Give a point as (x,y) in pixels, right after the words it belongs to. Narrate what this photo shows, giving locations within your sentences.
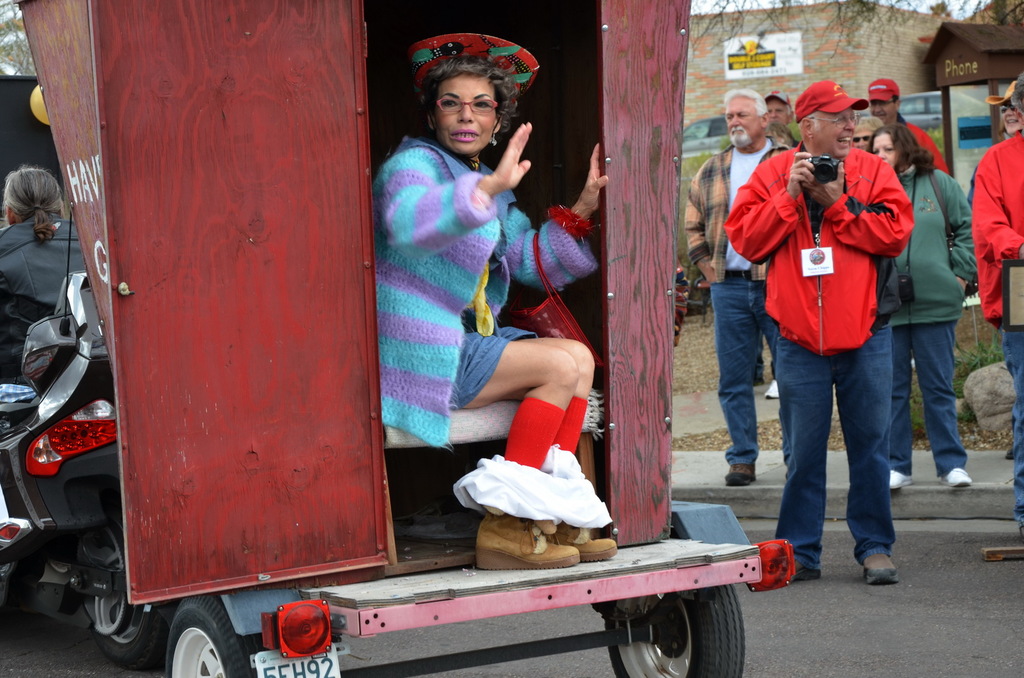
In the image we can see there is a woman (479,239) sitting in the vehicle (606,264) and there is a person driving the vehicle (59,411). There are people (808,221) standing on the road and a person (807,188) is holding camera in his hand (826,190). Behind there are trees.
